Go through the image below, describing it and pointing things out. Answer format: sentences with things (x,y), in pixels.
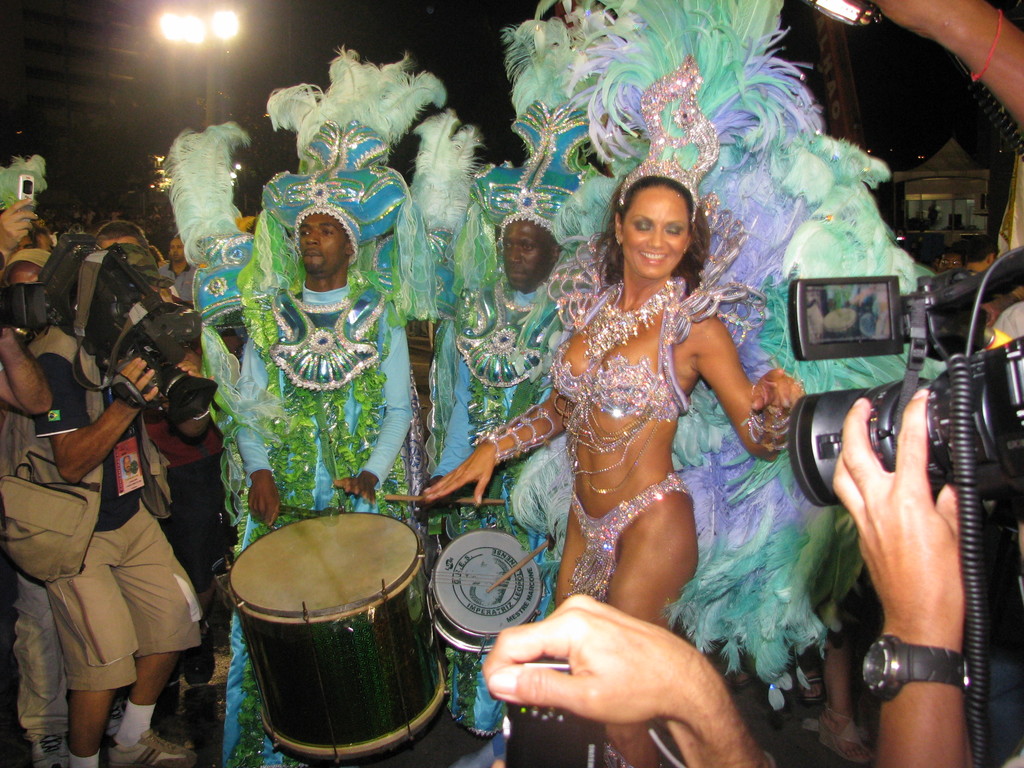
Background portion of the picture is dark and we can see the lights (177,40) and a house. In this picture we can see the people (299,360) and few wore fancy dresses (821,385). On the right of the picture (812,313) we can see a man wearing a wrist watch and holding camera (834,323). On the left side of the picture (75,281) we can see a man (153,607) holding a camera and we can see another man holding gadget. In this picture we can see the drums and the sticks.
